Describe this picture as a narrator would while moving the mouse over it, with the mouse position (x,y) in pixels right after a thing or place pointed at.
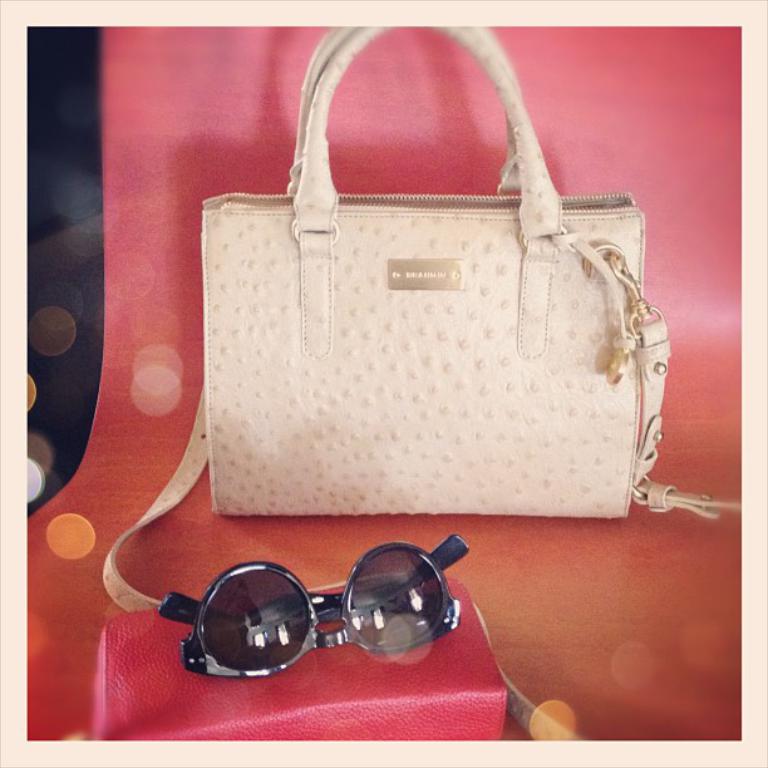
there is a handbag (661,505) spectacles (462,542) and pouch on the sofa (543,669).
